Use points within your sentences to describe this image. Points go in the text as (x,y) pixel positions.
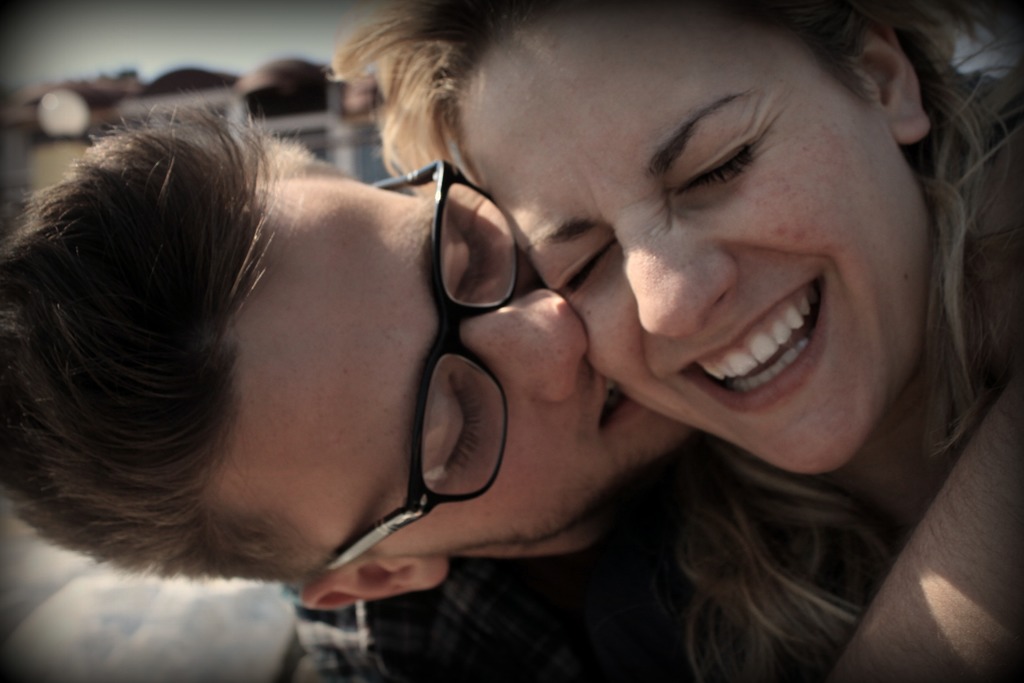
In this image, we can see a man (528,339) and a lady (585,315) and the man (475,405) is wearing glasses (435,450) and the background (167,80) is blurry.
